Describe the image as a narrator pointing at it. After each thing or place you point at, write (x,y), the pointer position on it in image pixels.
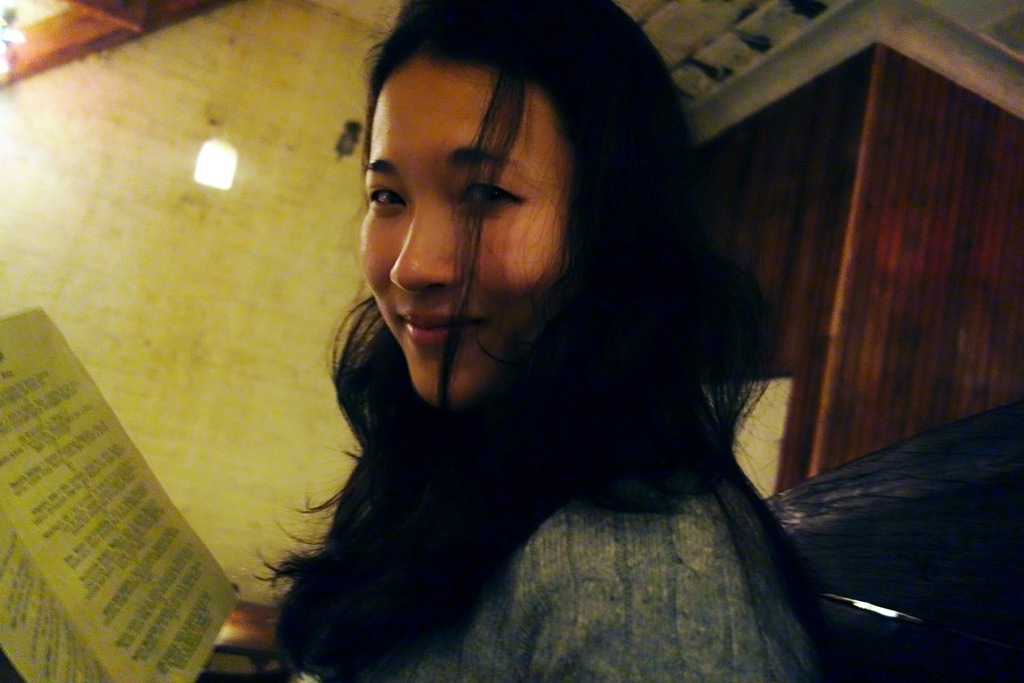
In this picture there is a woman (301,626) smiling and we can see book (98,610). In the background of the image (298,221) we can see wall (307,179), light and objects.
